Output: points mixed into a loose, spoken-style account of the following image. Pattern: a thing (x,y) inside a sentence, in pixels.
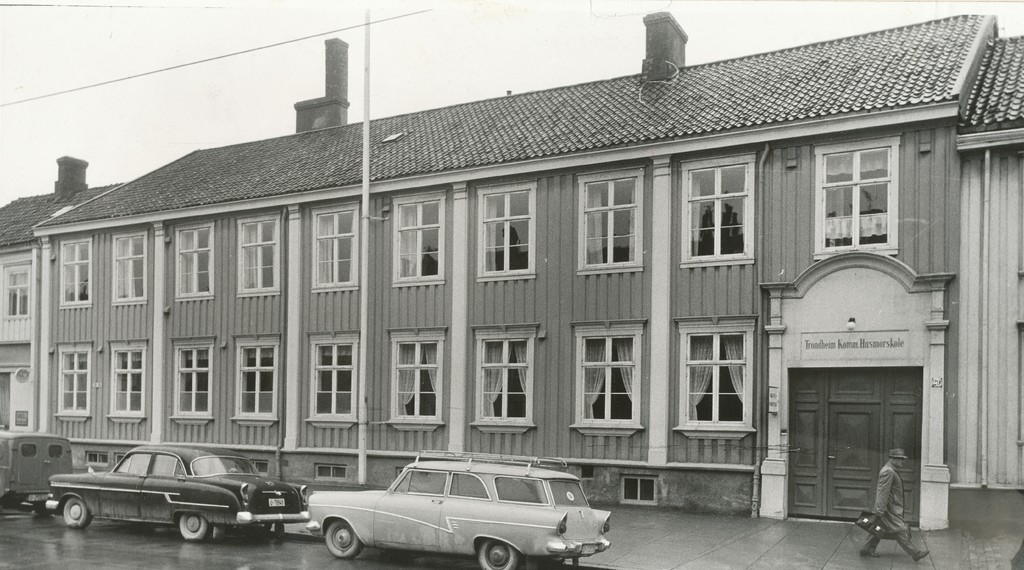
We can see vehicles (581,549) on the road (115,524). There is a person (895,515) walking and holding a bag (867,518) and we can see pole (361,376). Background we can see buildings (802,306), windows (345,378) and sky (249,94).
